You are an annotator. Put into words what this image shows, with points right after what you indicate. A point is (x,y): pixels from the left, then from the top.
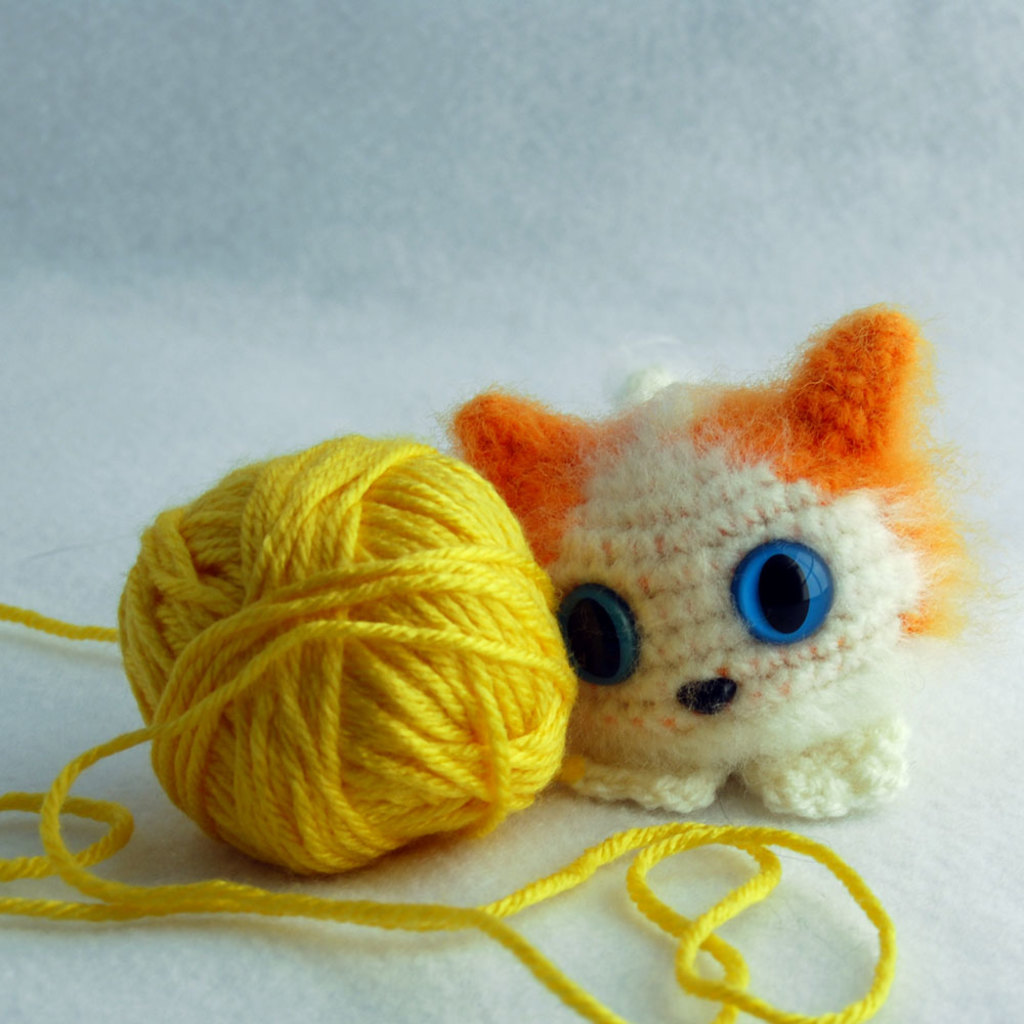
In the picture we can see yellow color thread roll (303,670) and there is toy (699,580) which is on the surface (93,514).
